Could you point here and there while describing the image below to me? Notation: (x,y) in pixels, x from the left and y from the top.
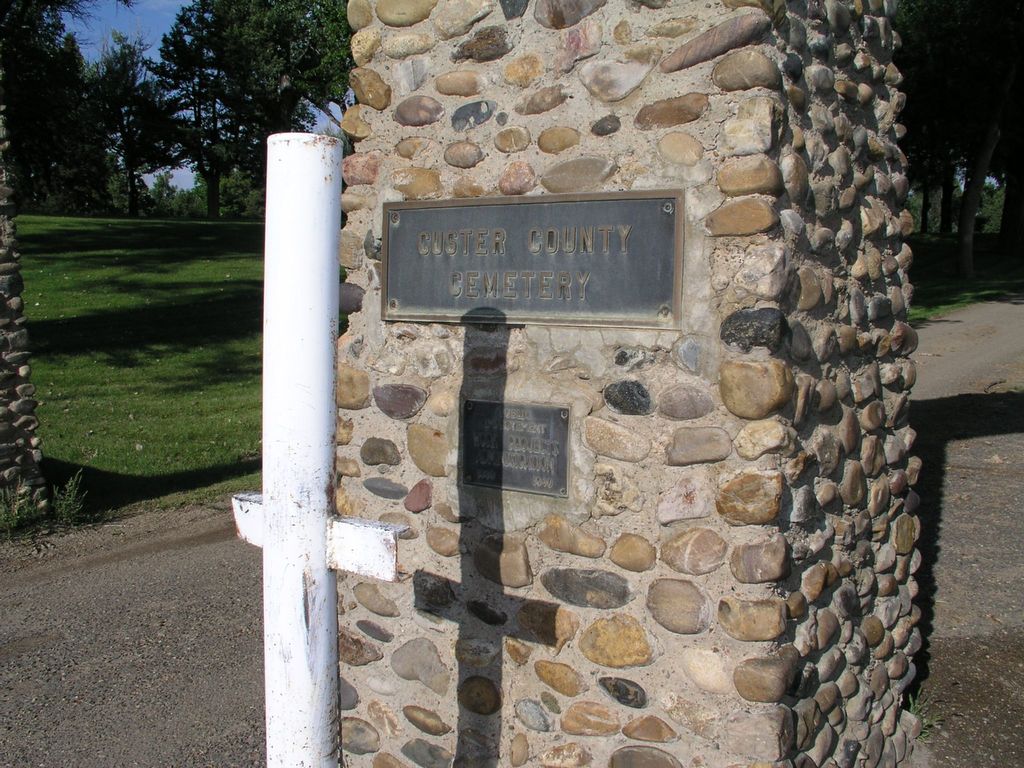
In this picture I can see the board (629,195) on the wall (460,352). beside that I can see the white pole (326,445). On the right (990,467) I can see the road (990,490). In the background (203,178) I can see many trees (206,192), plants (259,218) and grass (169,250). In the top left corner (126,23) I can see the sky (138,17).
